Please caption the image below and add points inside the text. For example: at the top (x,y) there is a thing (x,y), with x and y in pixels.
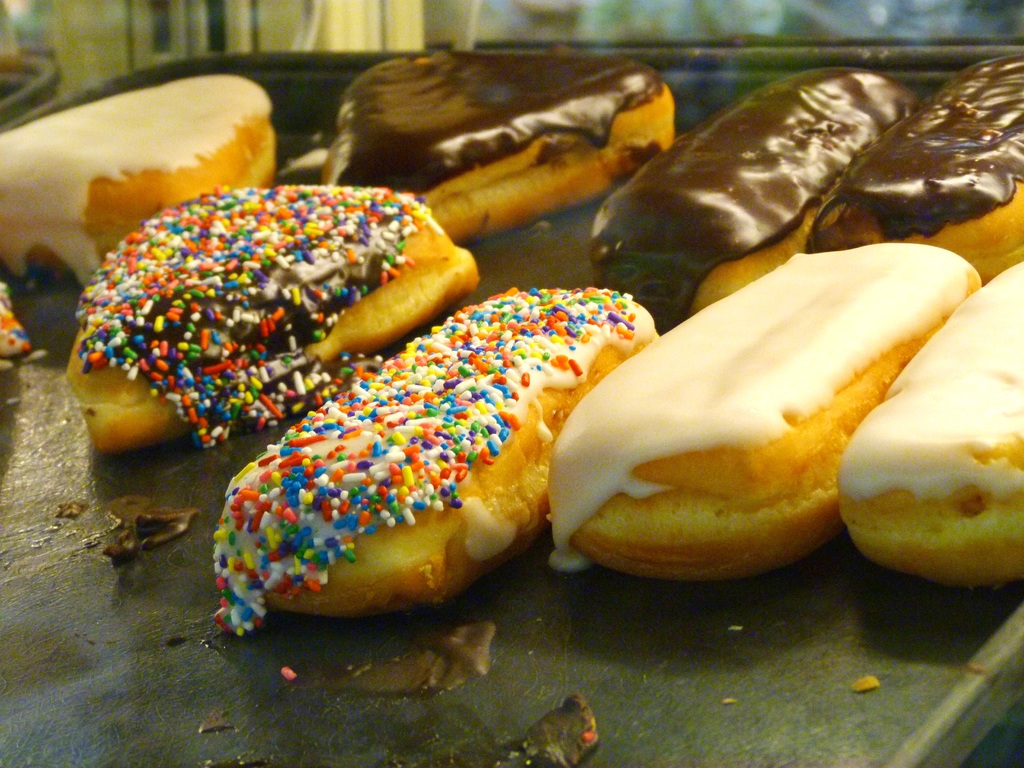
In the center of the image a table (501,738) is there. On table (750,692) cakes (369,432) are present.
